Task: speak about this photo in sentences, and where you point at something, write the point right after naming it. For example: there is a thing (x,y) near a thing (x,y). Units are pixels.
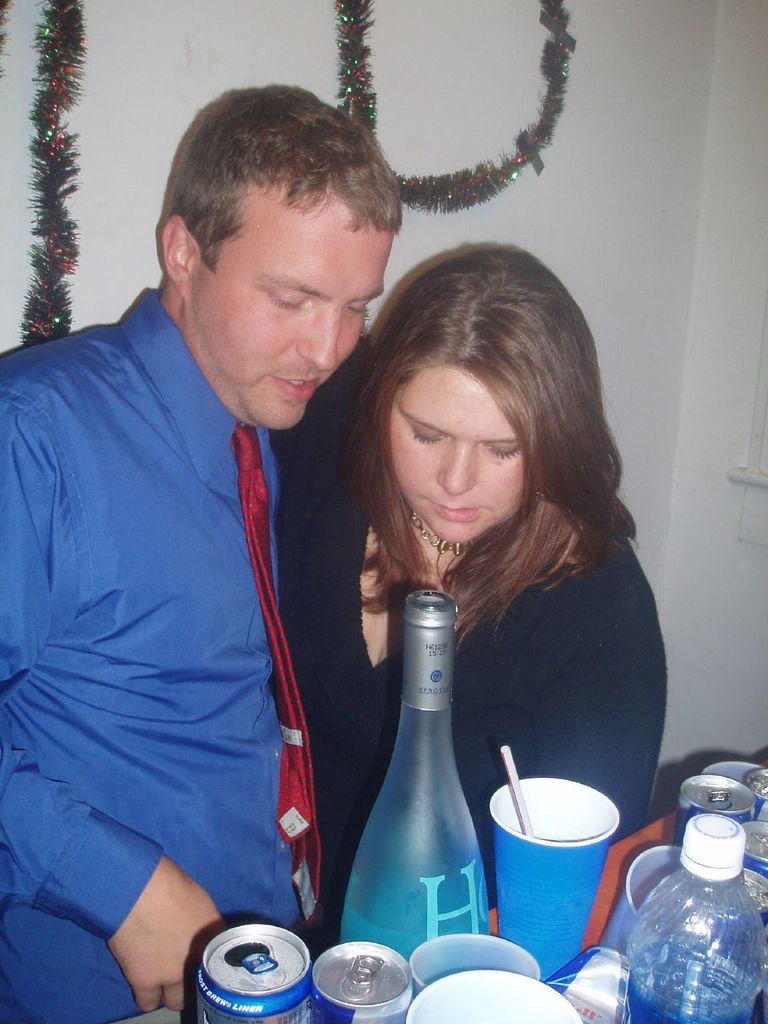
In the image we can see there are two people (72,936) who are standing and in front of them there is a table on which there is a wine bottle (406,902) and cans (383,945).
